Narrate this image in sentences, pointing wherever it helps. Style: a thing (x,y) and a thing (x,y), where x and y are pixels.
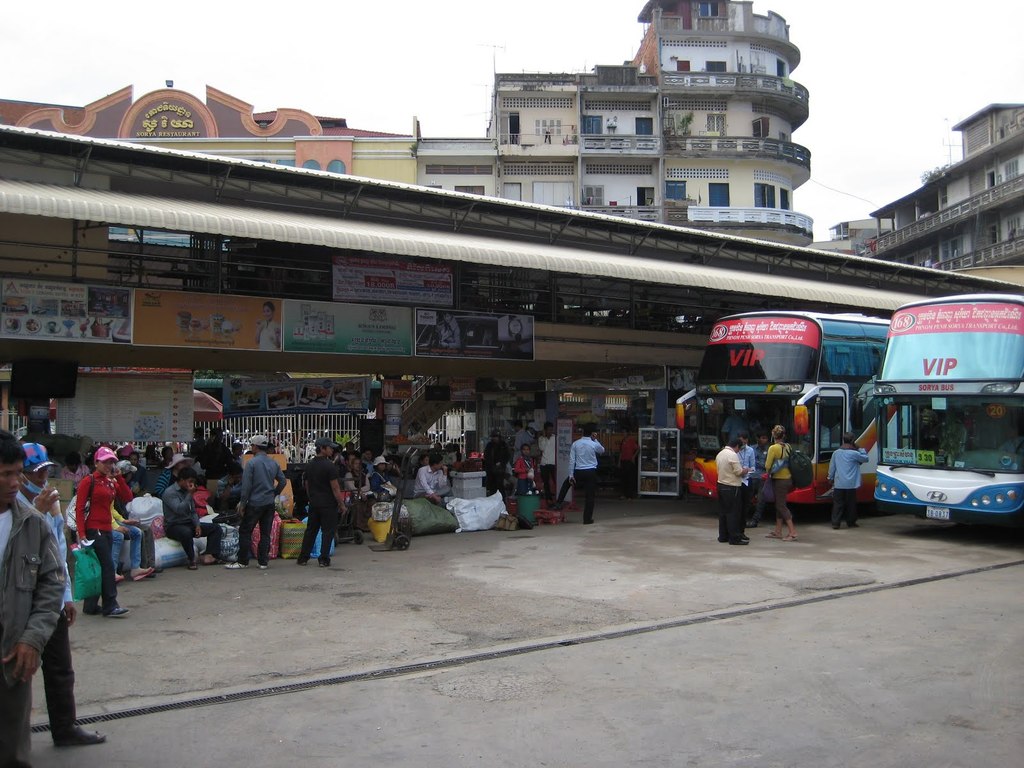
In this picture we can see two buses (770,409) and a group of people (720,515) where some are standing and some are sitting on the road (587,534), bags (396,503), banners (193,314), buildings (970,235) with windows (680,195) and in the background (172,11) we can see the sky (545,42).
